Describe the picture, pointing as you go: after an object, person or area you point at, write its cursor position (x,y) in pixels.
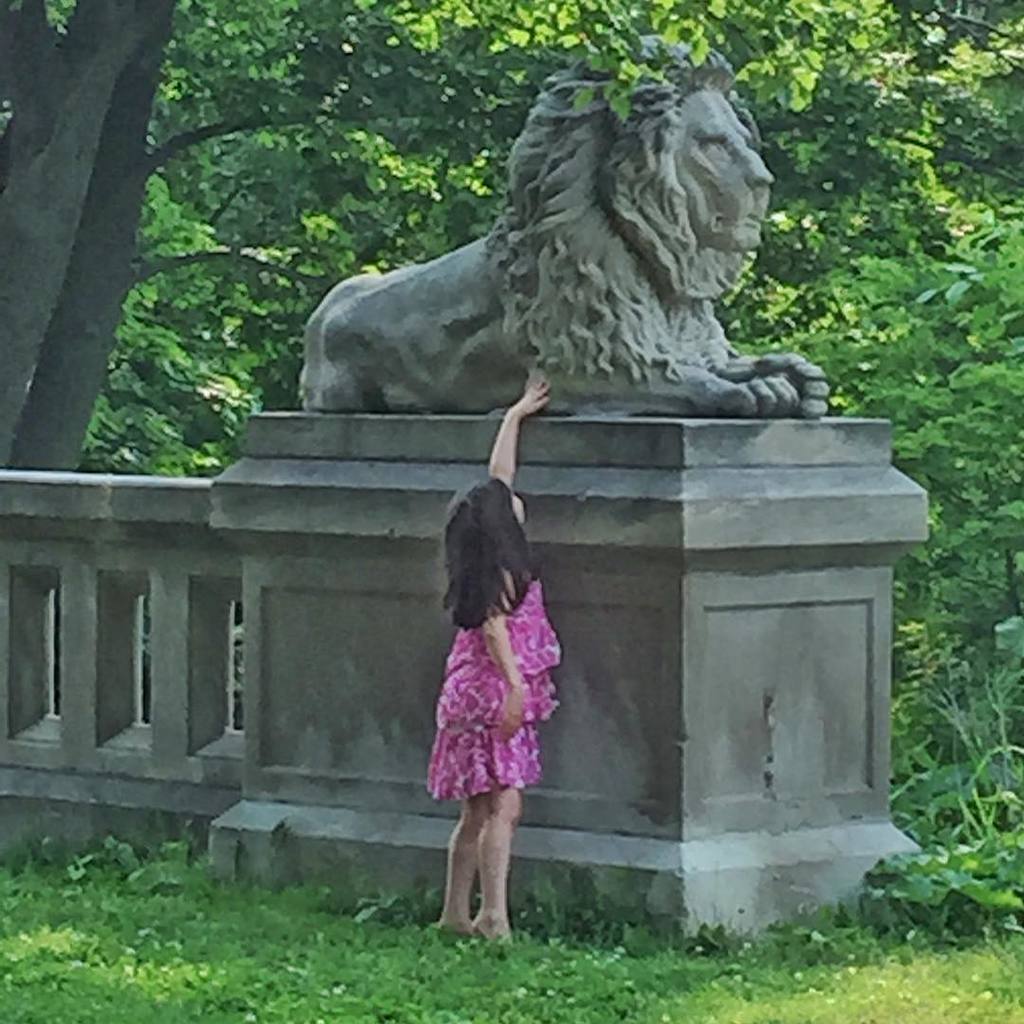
There is a kid (525,691) wearing pink dress (506,619) is standing on a greenery ground (439,958) and placed her hand (520,407) on a statue of a lion (603,357) in front of her and there are trees (397,38) in the background (867,257).
